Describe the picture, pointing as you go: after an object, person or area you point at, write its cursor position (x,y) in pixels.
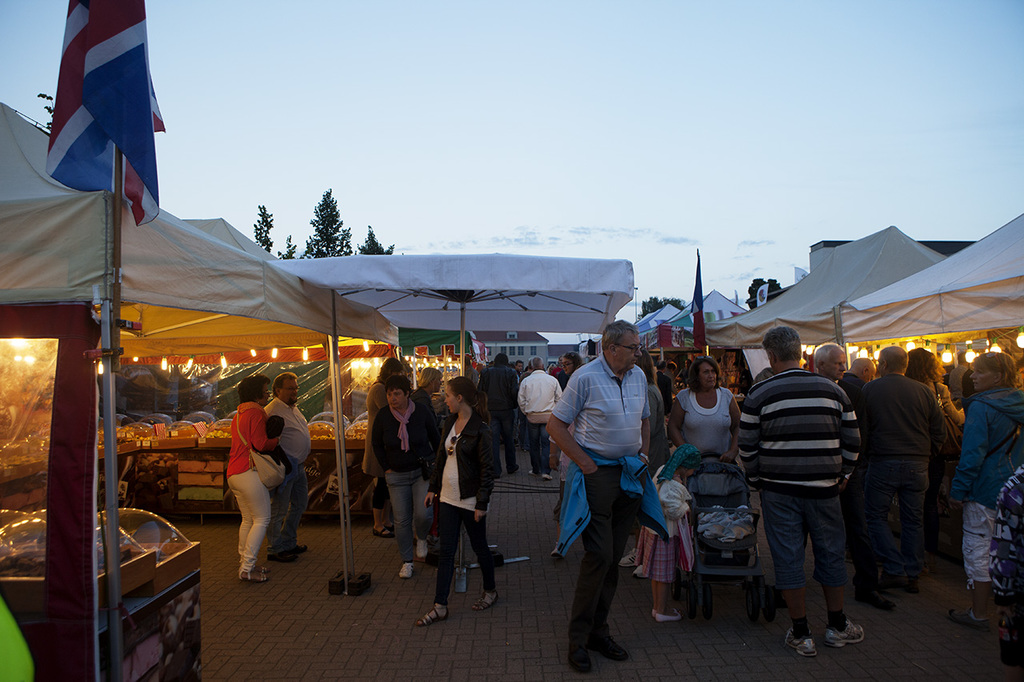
This picture might be taken in a market, in this picture there are some people (461,426) who are walking and some of them are standing near the stores (182,494). On the right side (873,308) and left side (314,468) there are some stores (102,565), in the background (516,338) there are some trees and houses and also we could see some poles (115,476) and flags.
